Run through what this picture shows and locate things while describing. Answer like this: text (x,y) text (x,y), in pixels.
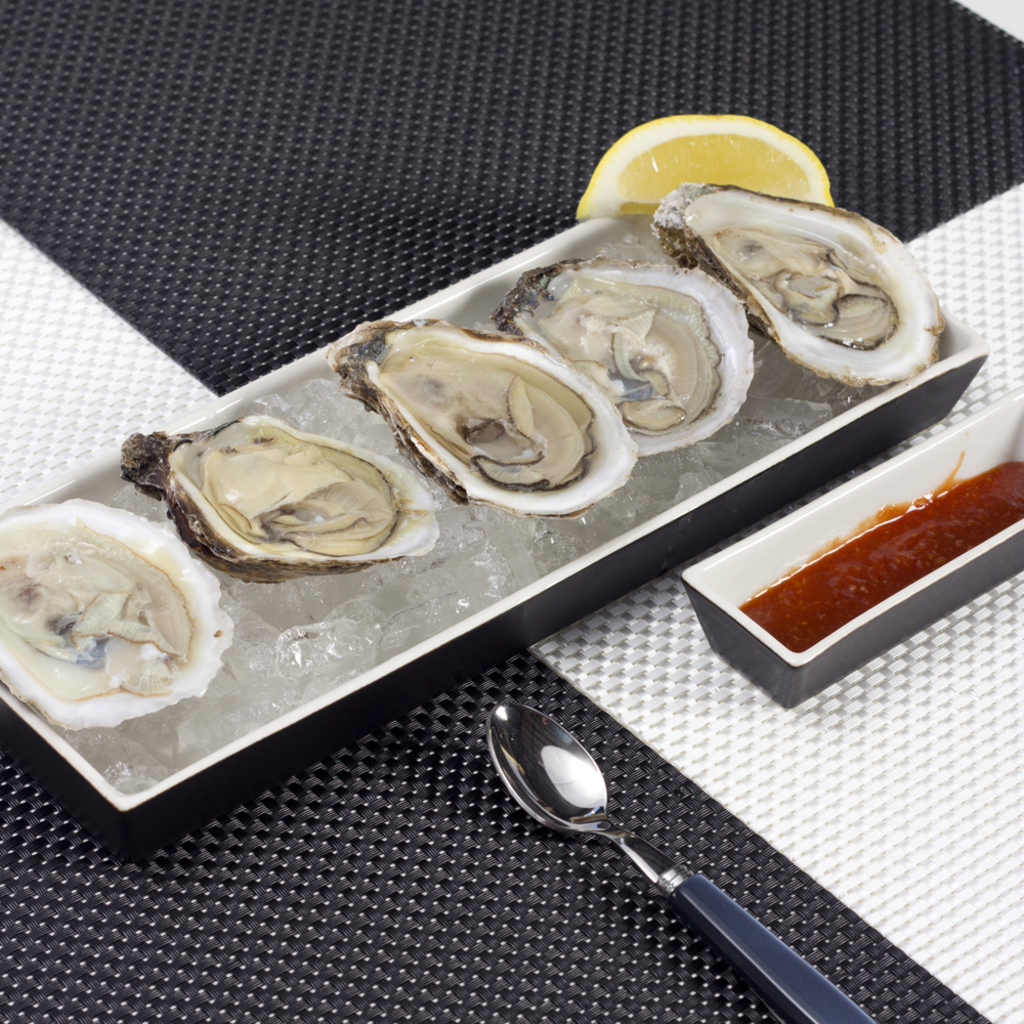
In this picture I can see food (515,485) in the ice tray (167,717) and I can see a lemon piece (725,140) and sauce bowl (864,573) on the right side (850,585) and I can see a spoon (798,997) and looks like a cloth (558,154) on the table (271,91).
